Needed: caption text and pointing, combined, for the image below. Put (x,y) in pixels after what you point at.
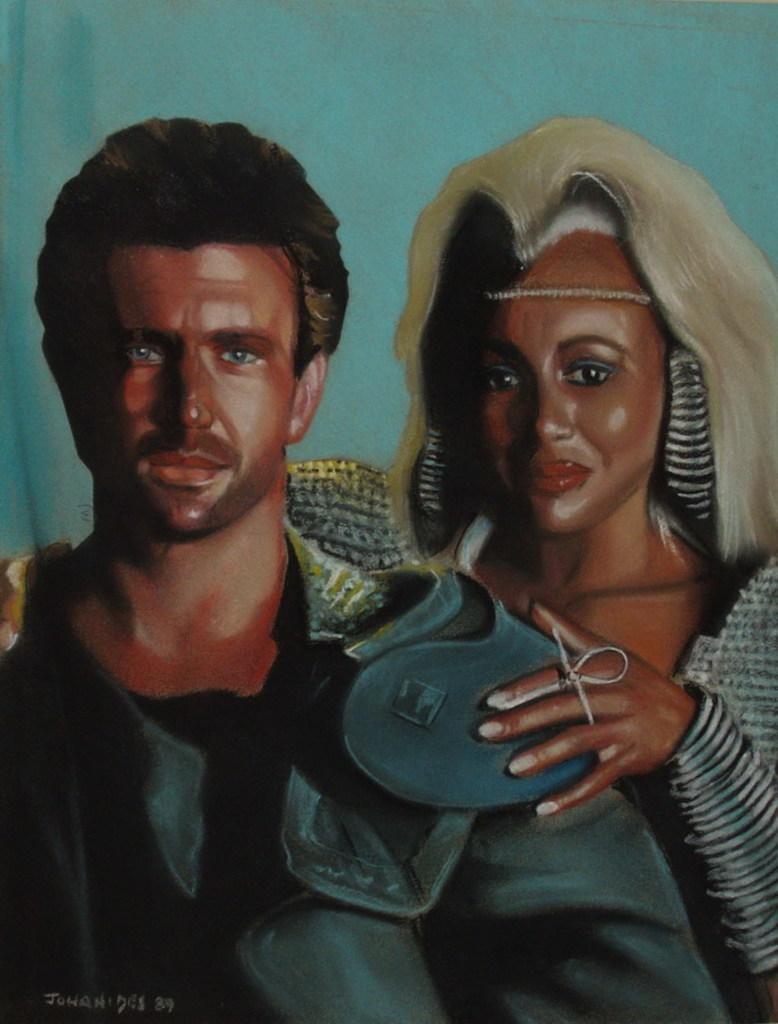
In this picture, it is looking like painting (256,486) of two people (364,503) and on the painting (131,902) it is written something.
